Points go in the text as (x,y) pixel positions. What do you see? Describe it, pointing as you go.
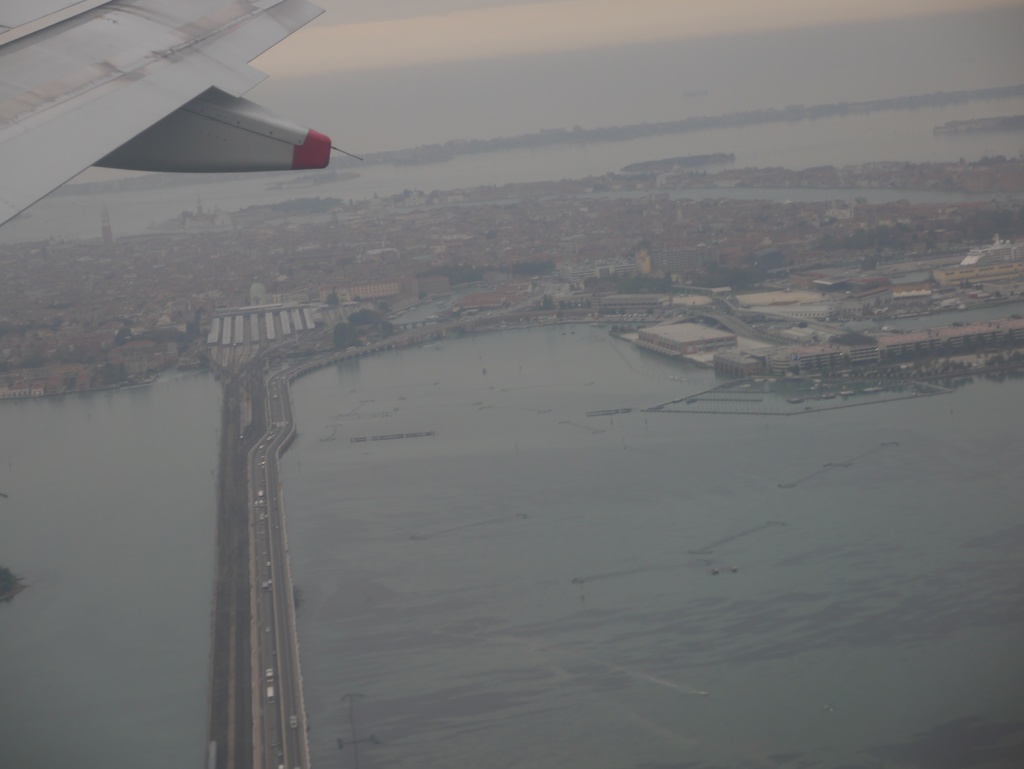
This image is taken outdoors. At the top of the image (469,57) there is a sky (528,49) and there is an airplane (140,120). At the bottom of the image (547,626) there is a sea (509,553), a few roads (274,390) and many vehicles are moving on the road (285,738) and there are many houses (755,243), buildings (440,254), trees (673,282) and plants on the ground (808,288).
